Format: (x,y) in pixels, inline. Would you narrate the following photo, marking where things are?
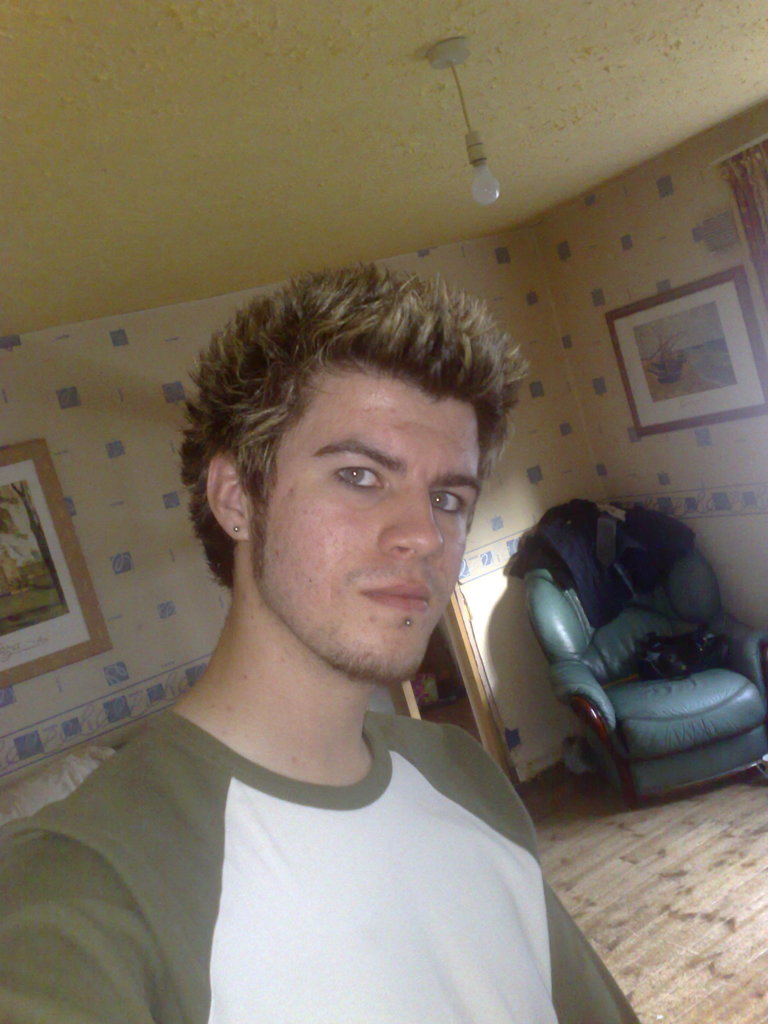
This is the picture of a room (684,906). In this picture there is a person (374,790) standing. At the back (635,704) there are clothes (609,566) on the chair (645,693) and there is a door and there are frames (55,614) on the wall (748,482) and there is a curtain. At the top (488,200) there is a light (493,181).
